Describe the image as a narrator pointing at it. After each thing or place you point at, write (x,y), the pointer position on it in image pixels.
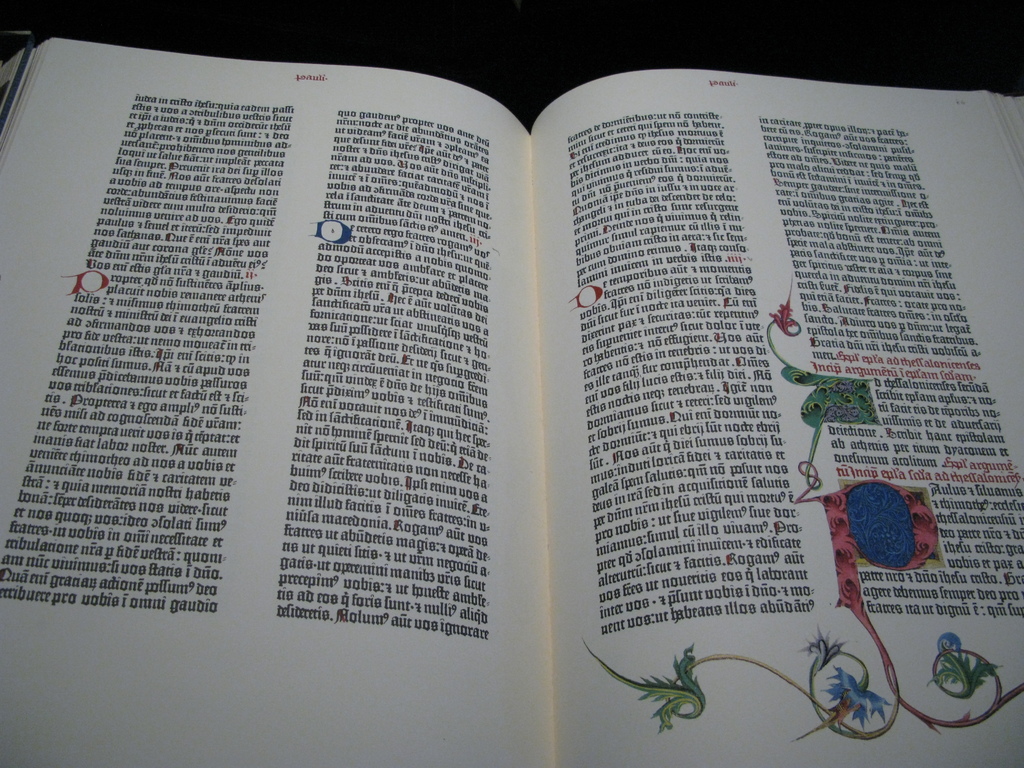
In this image, we can see a book (665,355) which is opened. On the right side (907,518), we can see a painting (852,409) on the book (791,647). At the top (308,58), we can see black color.
